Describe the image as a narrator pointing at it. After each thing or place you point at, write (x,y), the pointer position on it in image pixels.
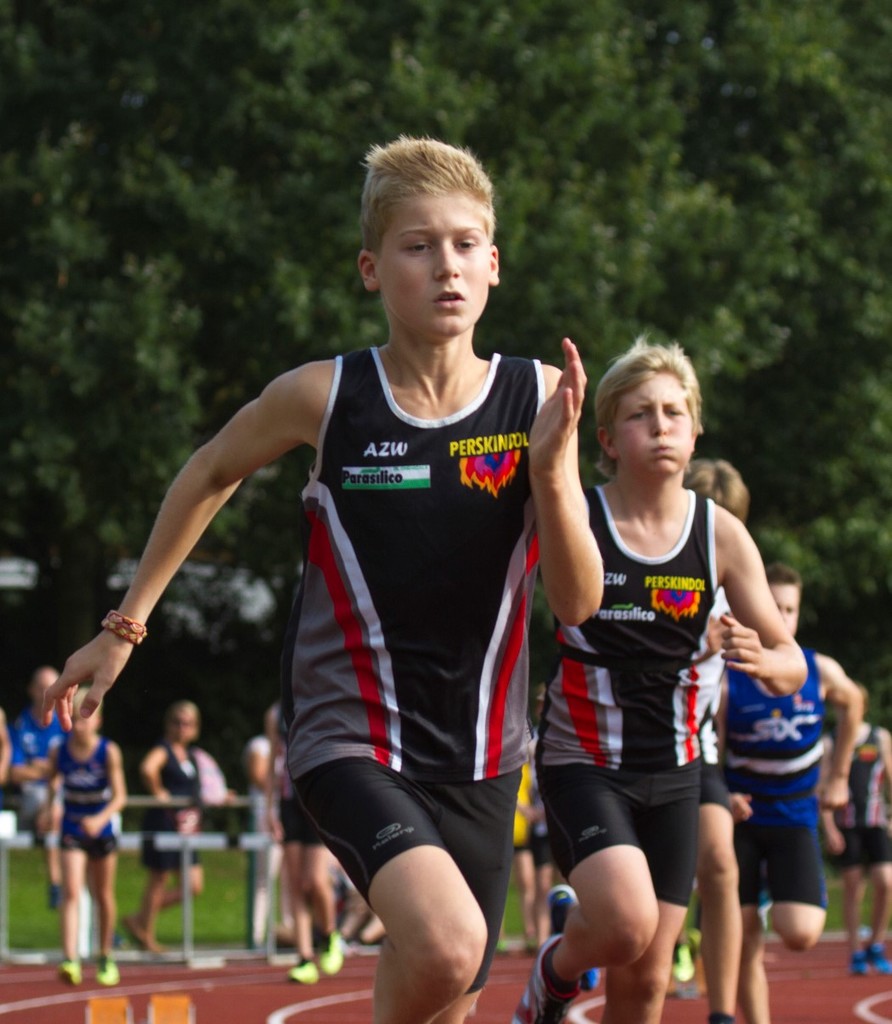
In this picture there are group of people (547,833) running. At the back (98,818) there are group of people (259,782) standing behind the railing (255,837) and there are trees (277,688) and there might be a building (14,577). At the bottom (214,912) there is track (228,1003).
